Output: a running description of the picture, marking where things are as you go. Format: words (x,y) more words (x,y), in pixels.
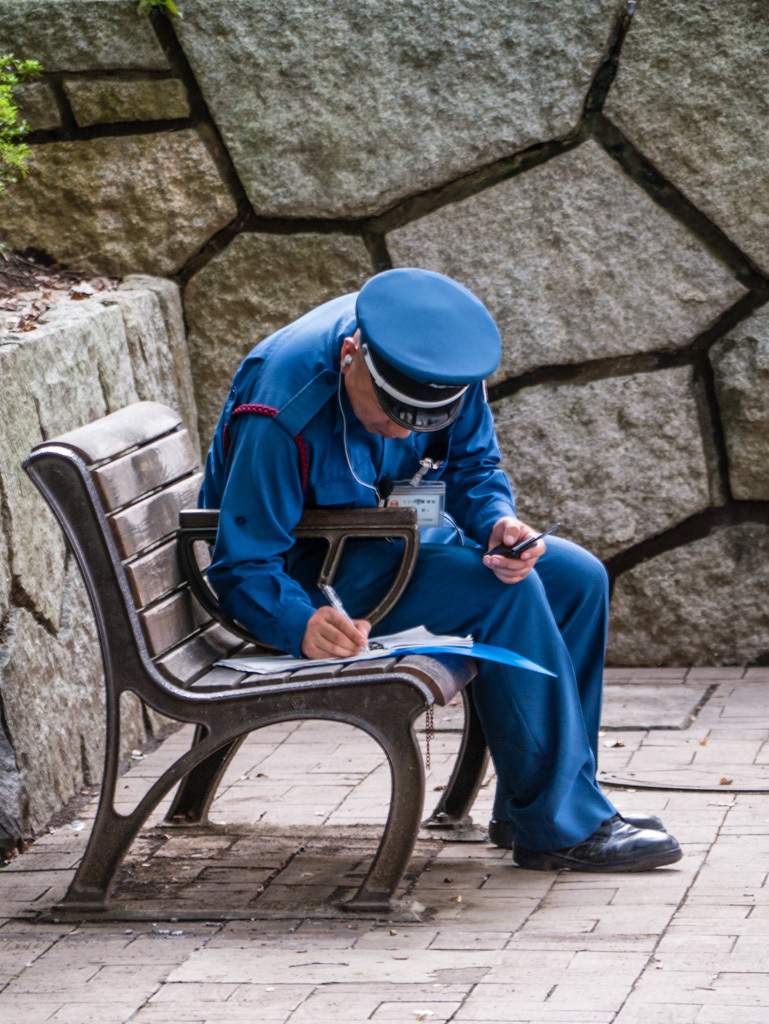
This is a picture of a man (302,432) in blue dress (411,460) and a blue hat (424,369) and the man (418,342) is sitting on a bench (136,599) and the man (266,479) is writing something on a paper (376,655) and the man (338,642) is holding a walkie talkie (511,549). Background of the man (354,497) is a wall (570,451).
